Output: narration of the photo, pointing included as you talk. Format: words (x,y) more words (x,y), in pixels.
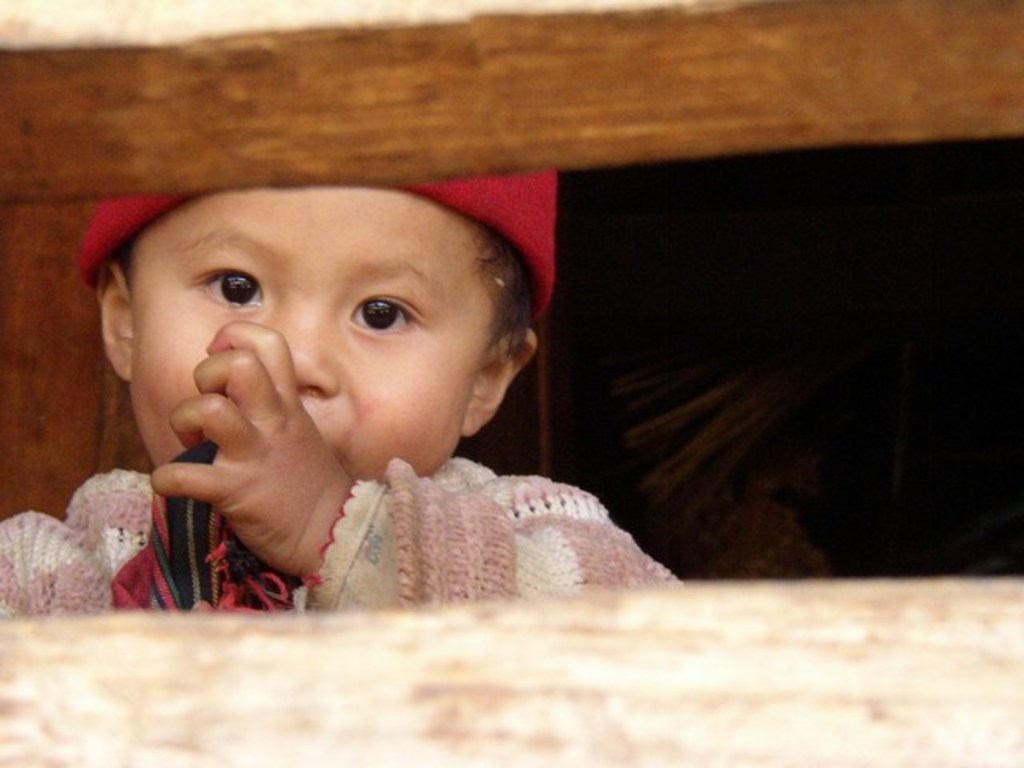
This image is taken outdoors. In the middle of the image (472,361) there is a kid (347,383). He has worn a sweater (19,525), a scarf (180,540) and a cap (476,188). At the bottom of the image (479,693) there is a wooden fencing (805,629).
